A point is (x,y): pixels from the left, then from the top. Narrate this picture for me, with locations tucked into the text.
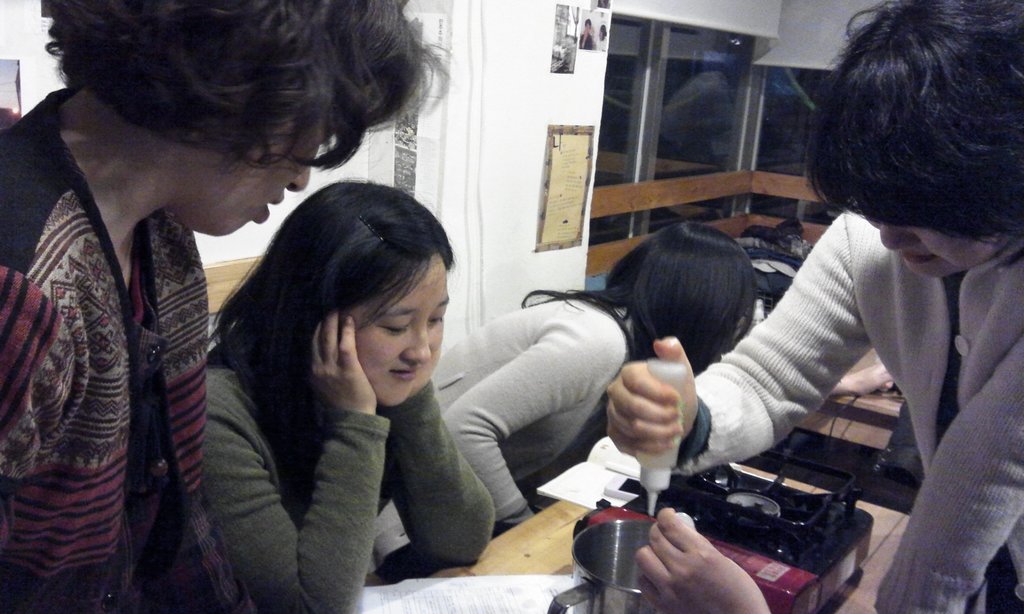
In this image I can see number of people (760,393) and on the right side (717,439) I can see one of them is holding a white colour thing (649,507). In the centre of this image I can see a table (890,541) and on it I can see a book (611,474), a white colour paper (502,586), and equipment (728,517) and a steel container (578,542). In the background (577,140) I can see few posters (566,36) on the wall (446,154).
